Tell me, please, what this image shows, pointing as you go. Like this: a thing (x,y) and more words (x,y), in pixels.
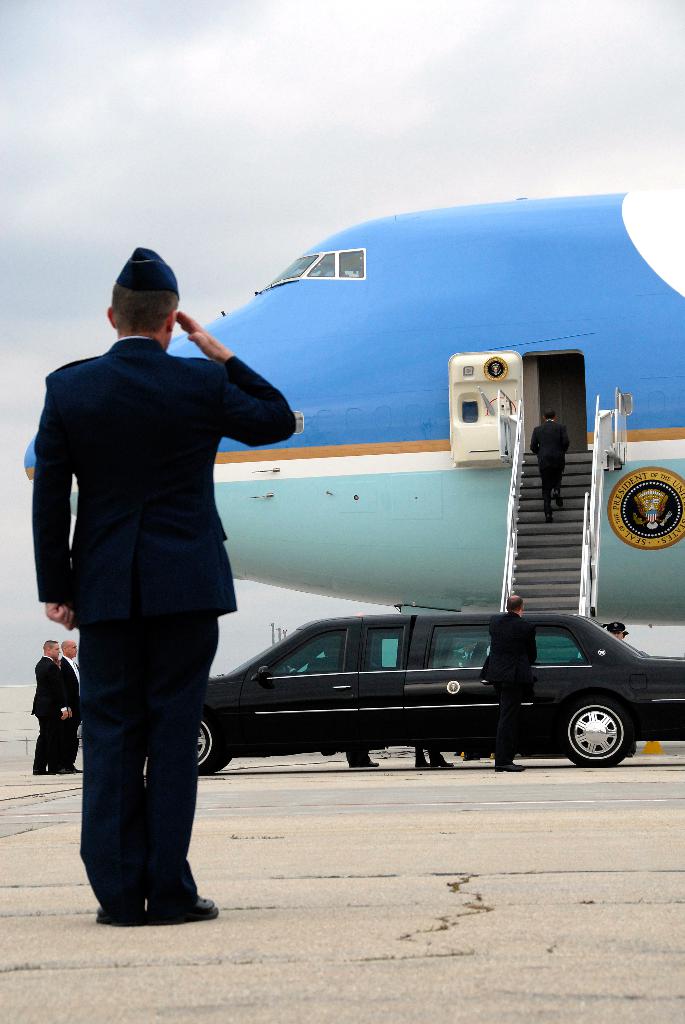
On the left side (130,742), there is a person (137,517) in a uniform (137,483), standing on a runway (272,1003) and saluting. In the background (581,699), there is a vehicle (602,685), there are persons (49,659), an airplane (330,558) and there are clouds (344,181) in the sky (126,215).
